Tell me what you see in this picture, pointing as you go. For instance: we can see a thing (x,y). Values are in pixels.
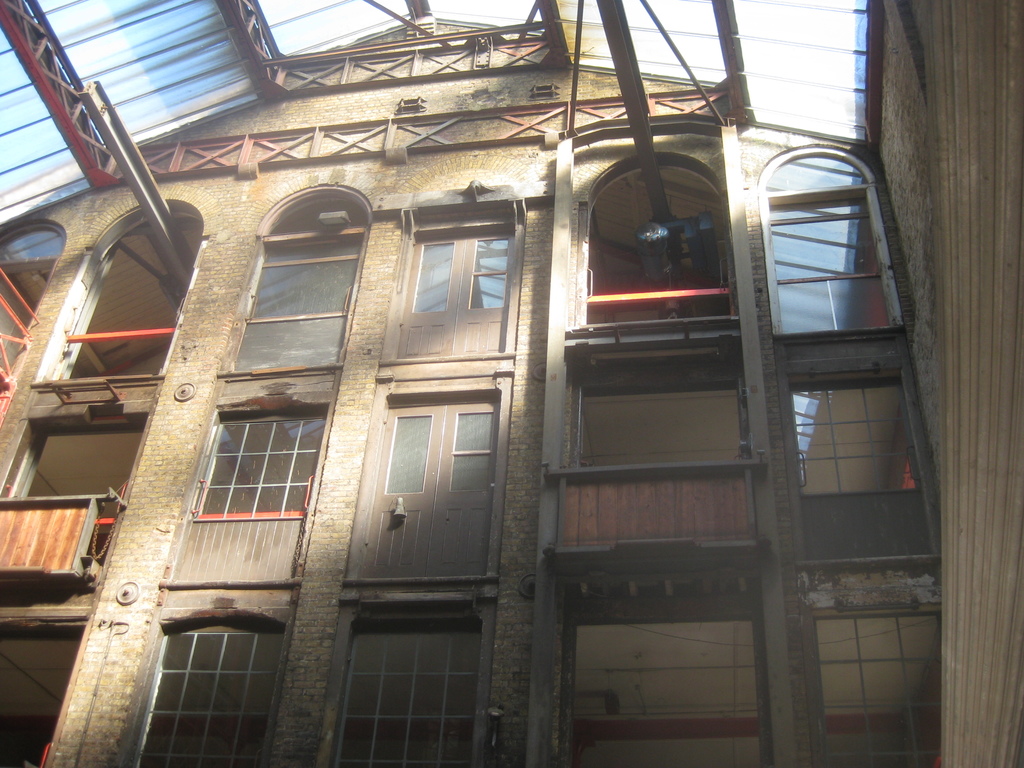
In this image we can see building (420,179), doors (477,251), windows (287,265), iron bars (373,136), wall (938,103) and roof (345,30).
